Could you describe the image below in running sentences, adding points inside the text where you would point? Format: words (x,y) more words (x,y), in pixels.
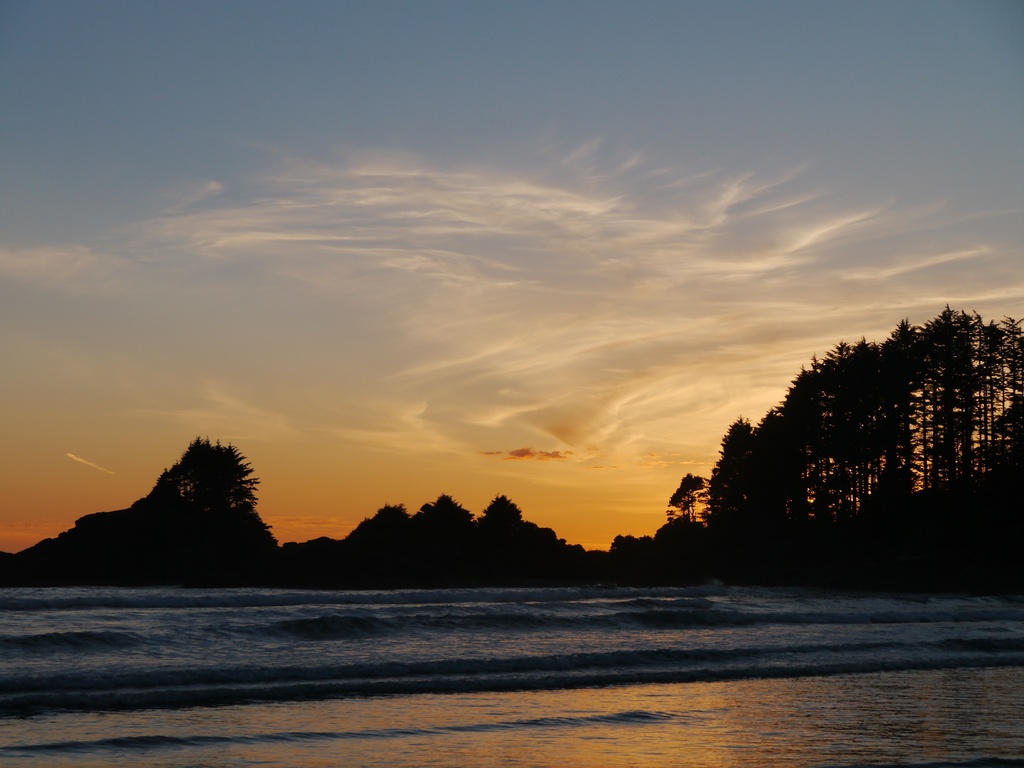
At the bottom of the image (298,720) we can see water (985,595). In the middle of the image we can see some trees (1009,566). At the top of the image (926,53) we can see some clouds (1023,297) in the sky (279,40).
